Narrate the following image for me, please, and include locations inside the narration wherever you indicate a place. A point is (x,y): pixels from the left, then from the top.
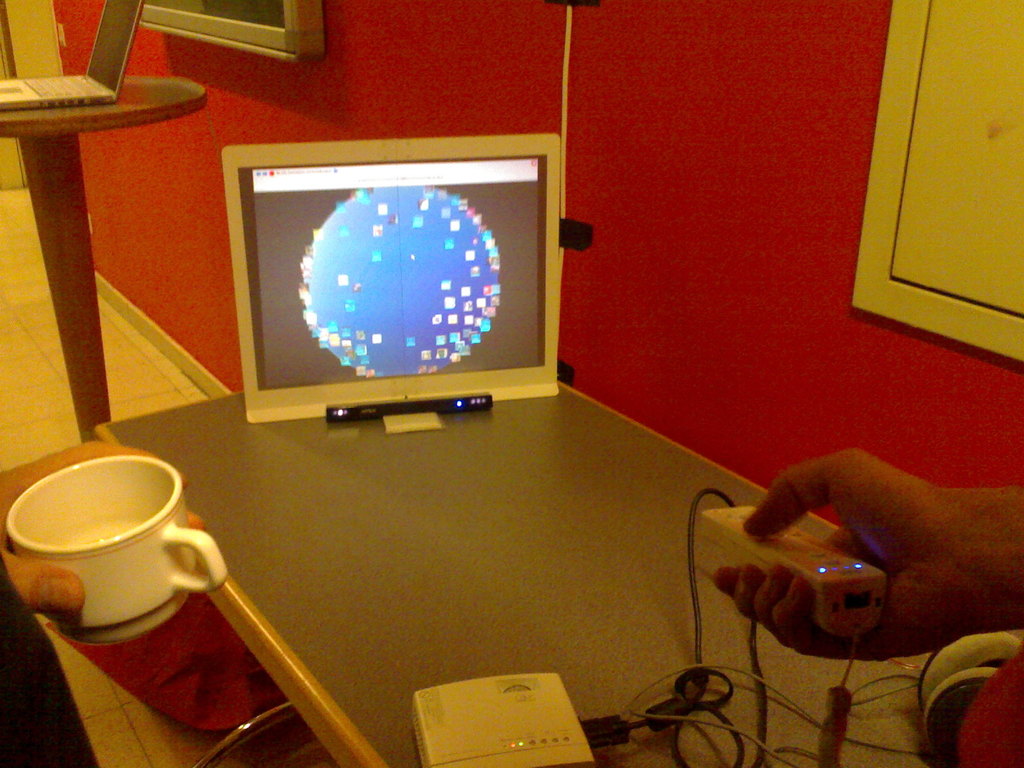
In this image I see a laptop (118,59), a screen (257,373) on a table (383,766) and I also see a person's hand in which there is remote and another person's (13,674) in which there is a cup (71,498) and I also see lot wires (631,729), an equipment (542,684) and the wall (178,49) over here.
